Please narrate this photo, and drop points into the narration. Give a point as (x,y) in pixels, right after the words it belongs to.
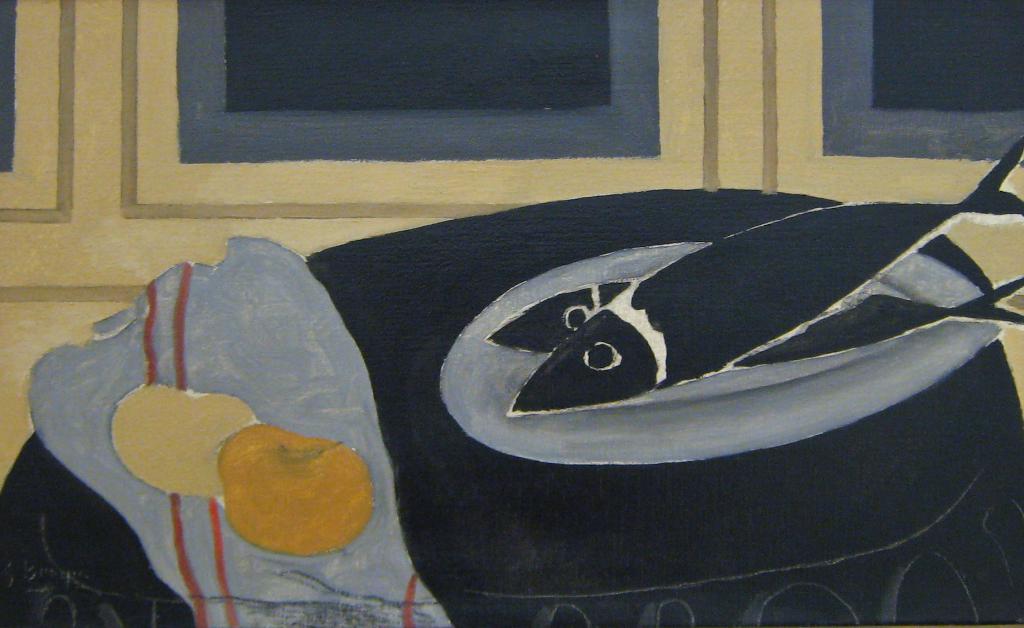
This is a painting and in this painting we can see windows (659,109), fishes (683,290) and a cloth (248,340).
